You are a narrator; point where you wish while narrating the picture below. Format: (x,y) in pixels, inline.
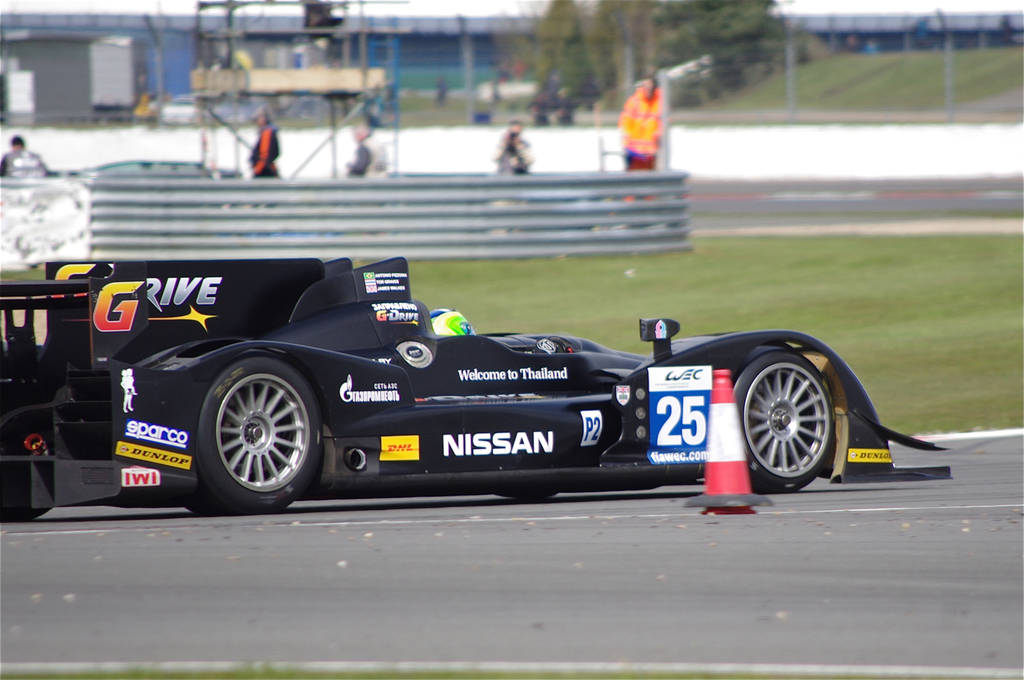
In this image, at the bottom (550,481) there is a car (622,436), inside that there is a person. At the bottom (784,583) there is a road (798,583), traffic cone (745,478). In the background (675,197) there are people (628,132), grass (881,240), fence (593,234), trees (613,65), net (660,59), building (416,59).
